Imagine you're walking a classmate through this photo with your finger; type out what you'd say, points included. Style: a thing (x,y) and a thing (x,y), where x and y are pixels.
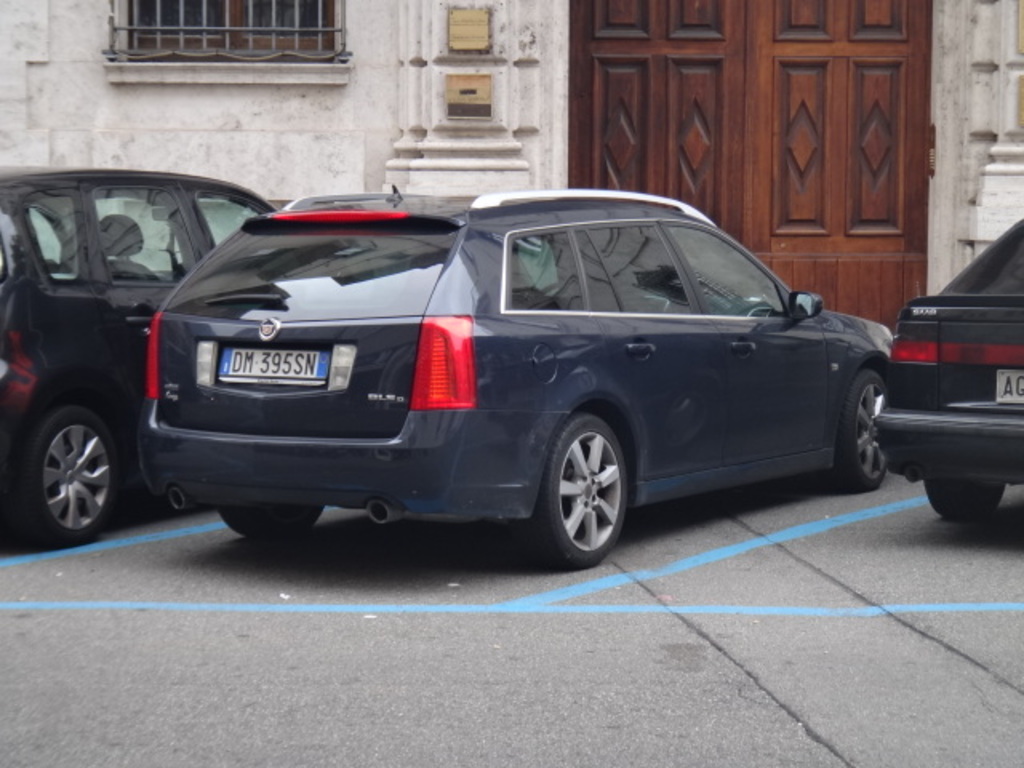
In this image we can see there are vehicles (505,380) on the ground (590,617) and in front of the vehicles (495,218) we can see the wall (212,66) with the window (277,41), grille (294,29), door (821,120) and boxes (479,79) attached to the wall (494,105).
